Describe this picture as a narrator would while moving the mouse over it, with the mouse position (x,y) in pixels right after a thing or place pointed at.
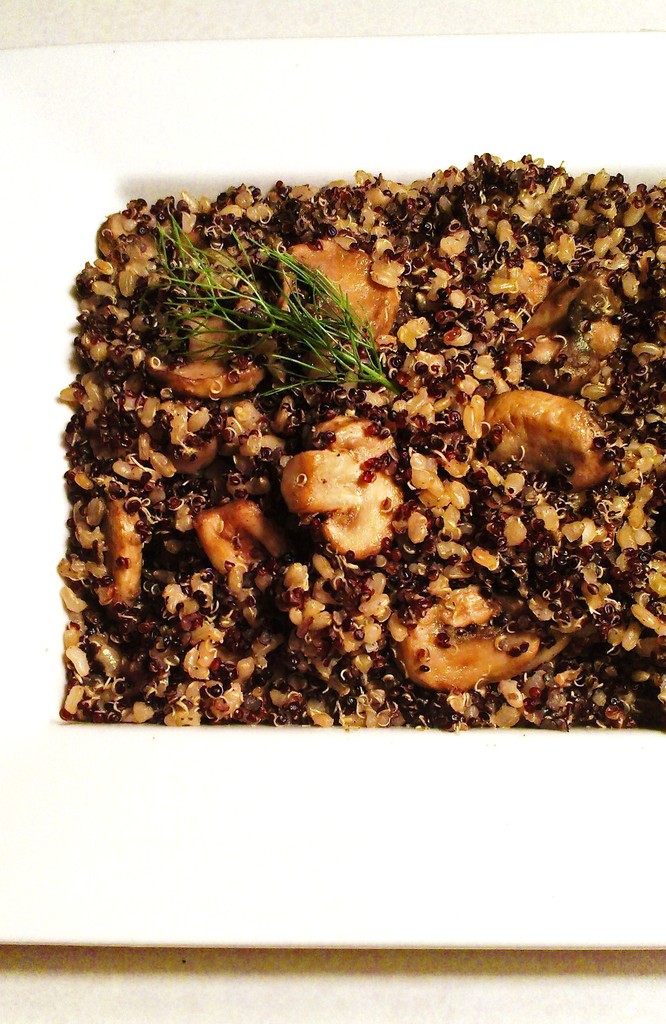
In the center of the image (282,528) there are food items (263,341) in plate (59,150).
